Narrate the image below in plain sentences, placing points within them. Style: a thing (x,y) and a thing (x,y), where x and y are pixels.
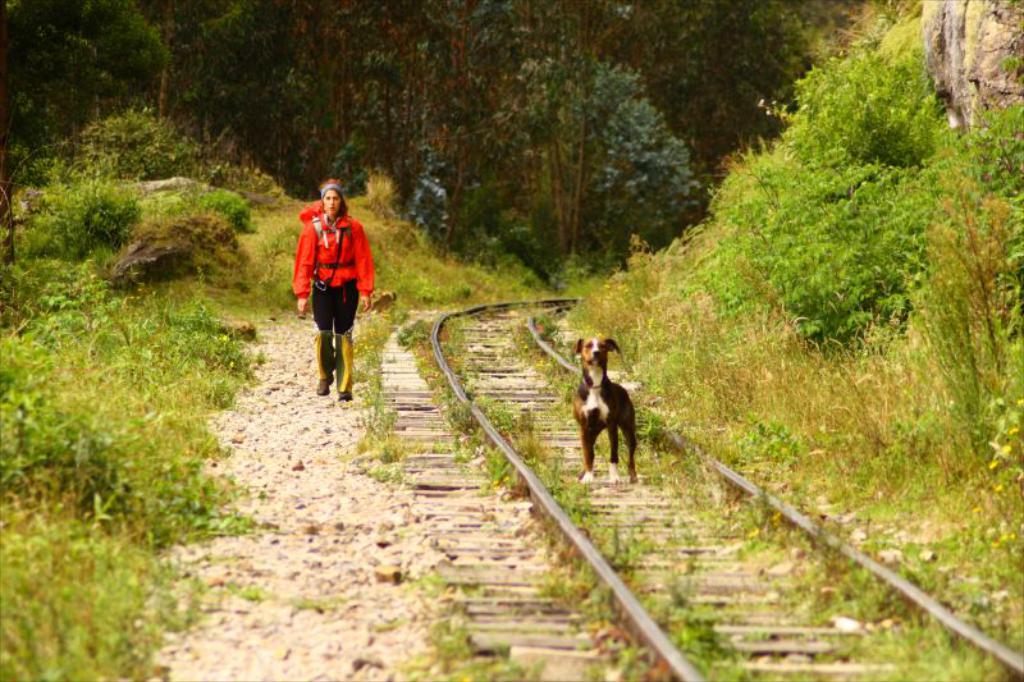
In this image I can see a woman (354,277) and a dog (585,374). I can also see a railway track (578,452), the grass (604,544), plants (813,287) and trees (653,225).
